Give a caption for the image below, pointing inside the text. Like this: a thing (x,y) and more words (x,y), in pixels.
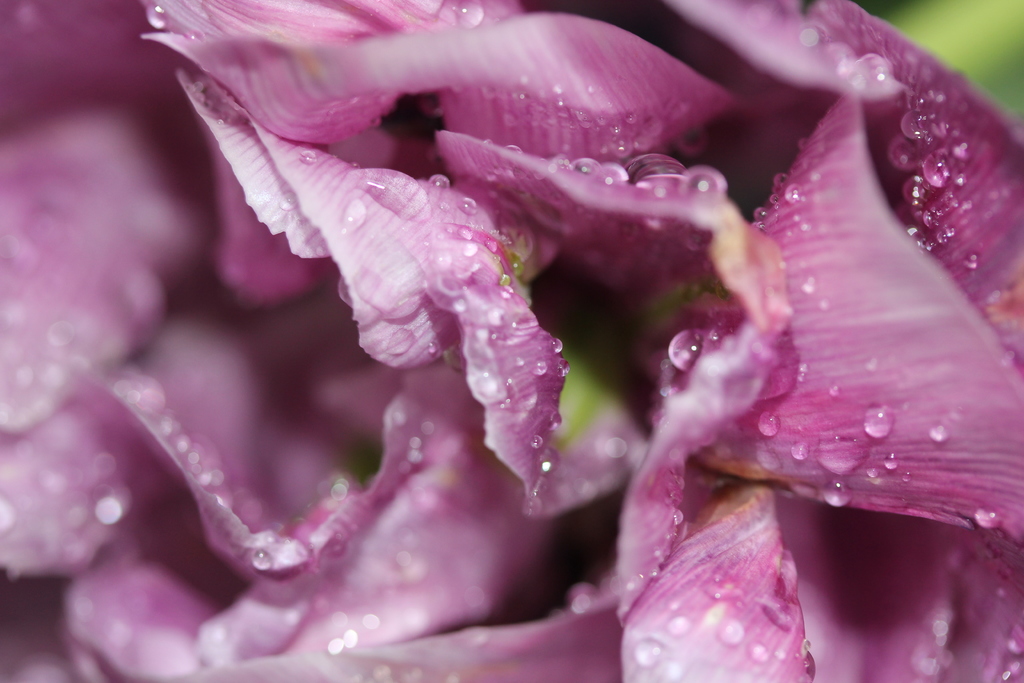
Some petals (278,220) of flowers (831,150) are in pink color. There are some droplets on them.
